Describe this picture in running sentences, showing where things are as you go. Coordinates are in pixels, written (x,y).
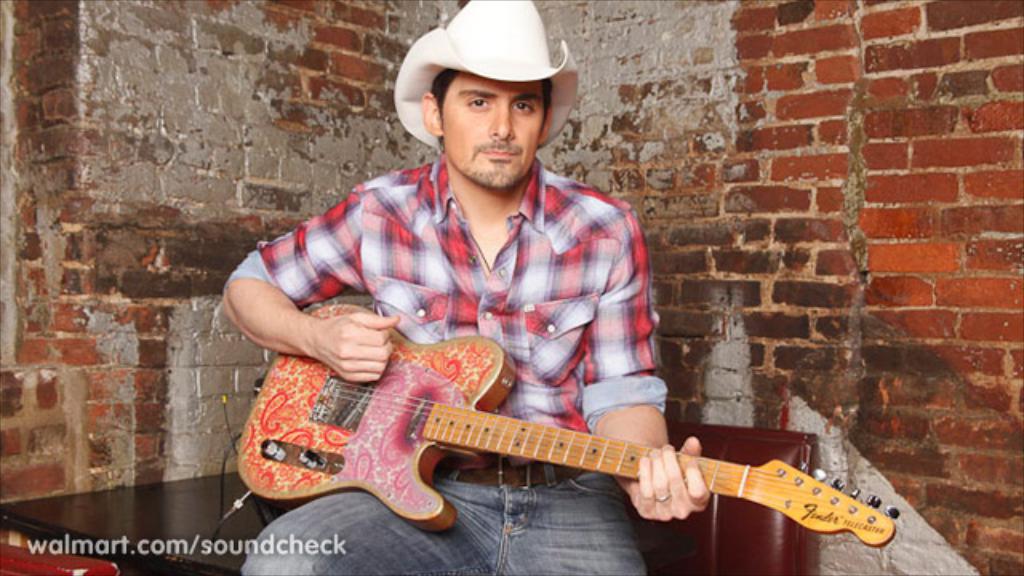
There is a man (406,549) sitting on a table (268,503). He is holding a guitar (510,443) in his hand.
